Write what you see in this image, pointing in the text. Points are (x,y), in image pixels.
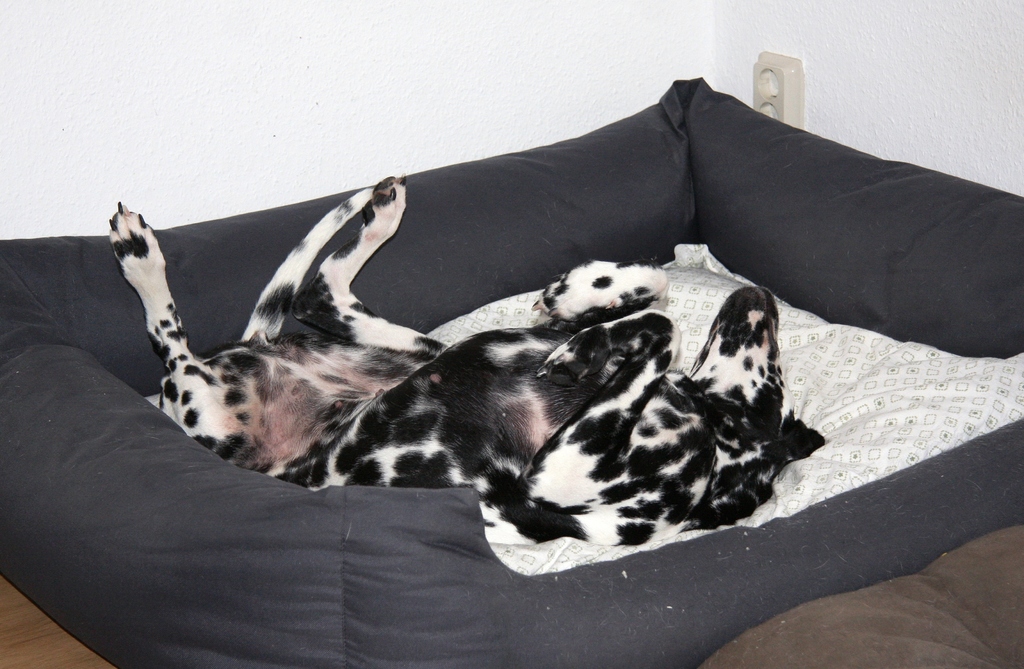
In this image in the center (384,292) there is one dog furniture (481,595), and on the furniture (994,307) there is one dog (597,399) and a blanket (893,433). Beside the furniture (828,573) there is some object (908,611), in the background (881,58) there is wall (636,109) and some object (759,74).
